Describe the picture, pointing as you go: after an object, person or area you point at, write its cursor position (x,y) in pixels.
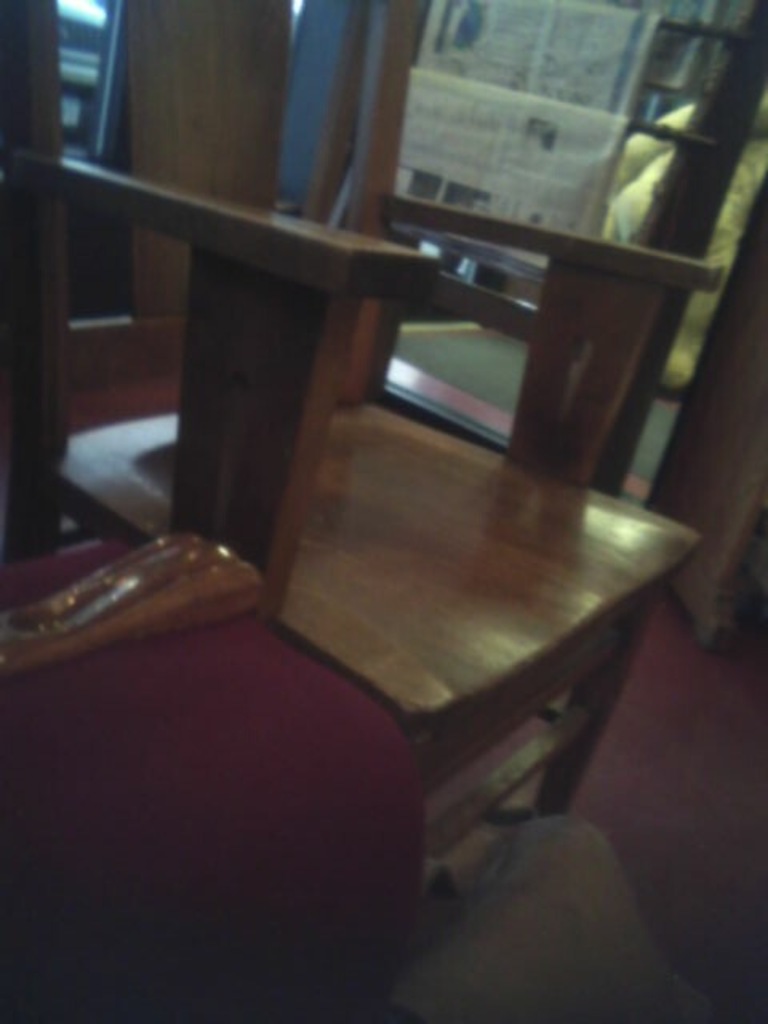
In this picture we can see a wooden chair (333,520) and on the left side of the chair (370,537) there are some objects (99,694). Behind the chair (418,535) there are papers (560,98) on an object (697,146).
